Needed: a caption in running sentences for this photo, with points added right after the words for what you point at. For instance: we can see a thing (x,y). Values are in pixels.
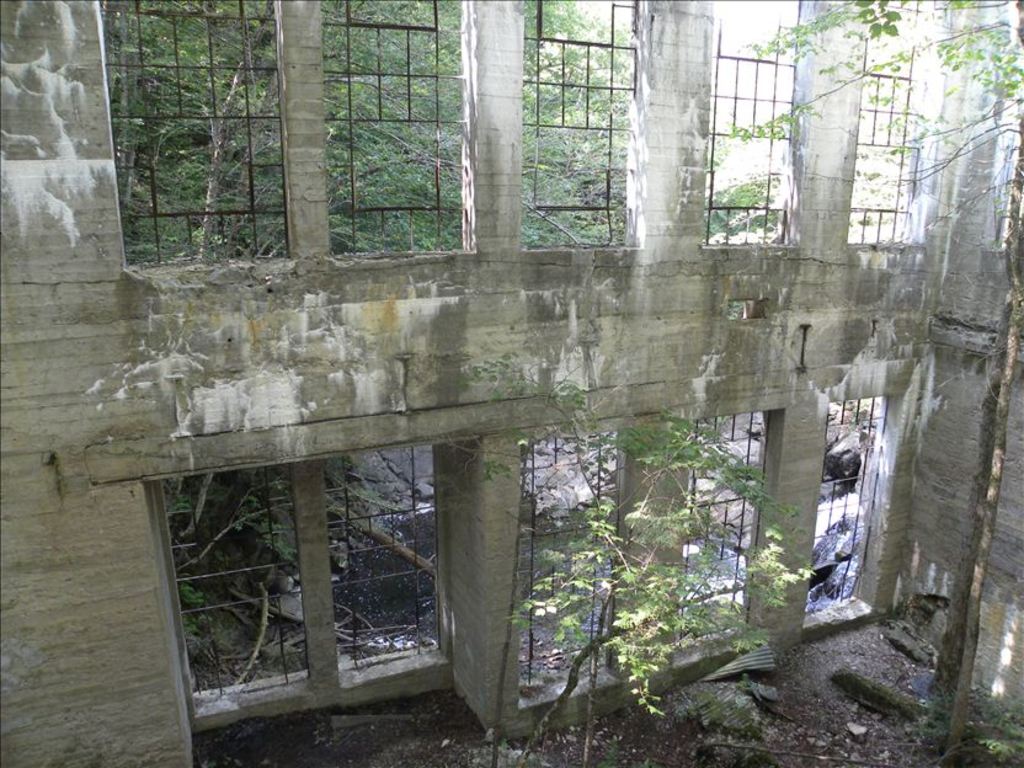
In this image we can see a wall (470,435) with iron rods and in the background (585,134) there are trees (773,136).
